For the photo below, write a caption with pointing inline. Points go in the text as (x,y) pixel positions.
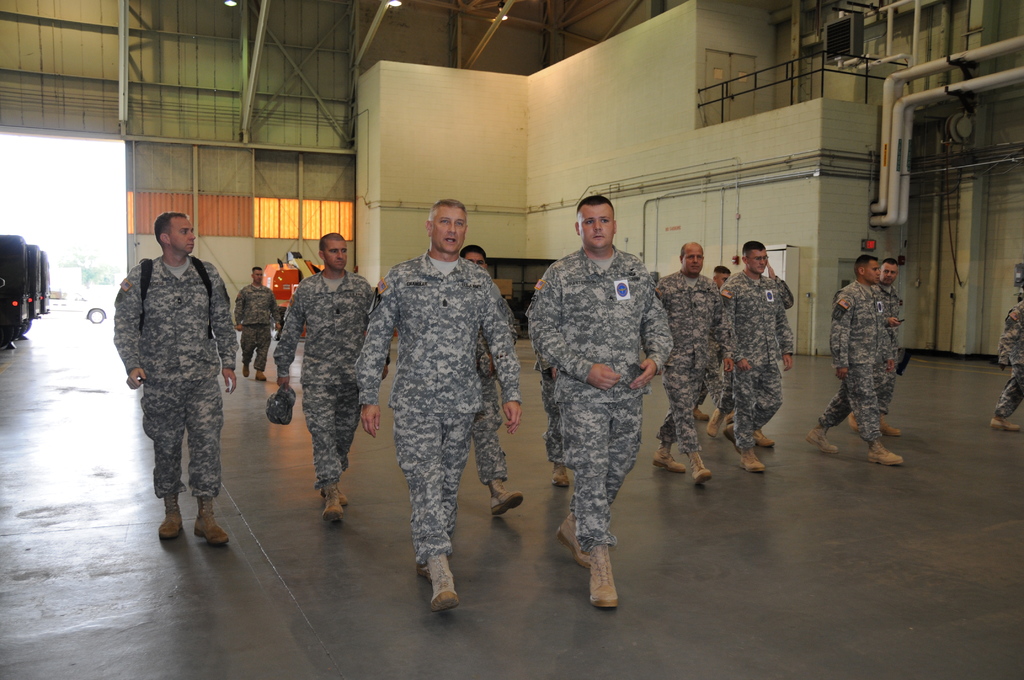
In this image we can see a group of people (470,427) walking on the floor (524,519). In that a man (310,390) is holding a cap (283,402). On the backside (679,239) we can see a wall (753,143), some pipes (861,66), a fence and a roof (427,48) with some ceiling lights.
